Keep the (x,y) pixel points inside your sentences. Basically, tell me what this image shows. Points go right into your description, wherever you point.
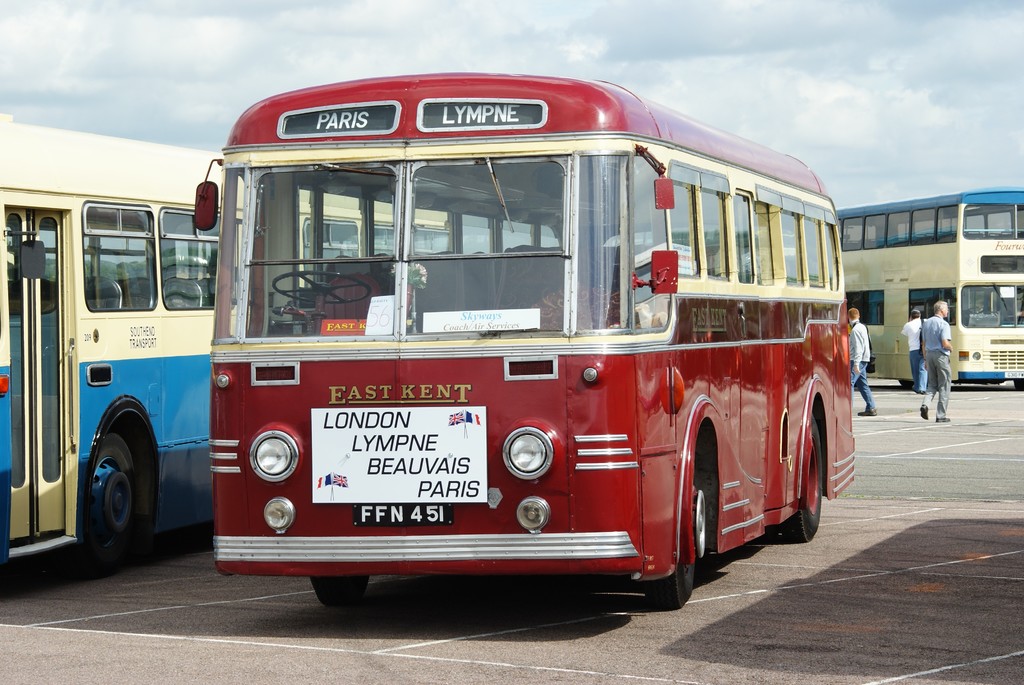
In this image I can see three buses (295,304) on the road (346,672). On the right side (940,371) three men (911,362) are walking. At the top of the image (611,43) I can see the sky (180,57).
